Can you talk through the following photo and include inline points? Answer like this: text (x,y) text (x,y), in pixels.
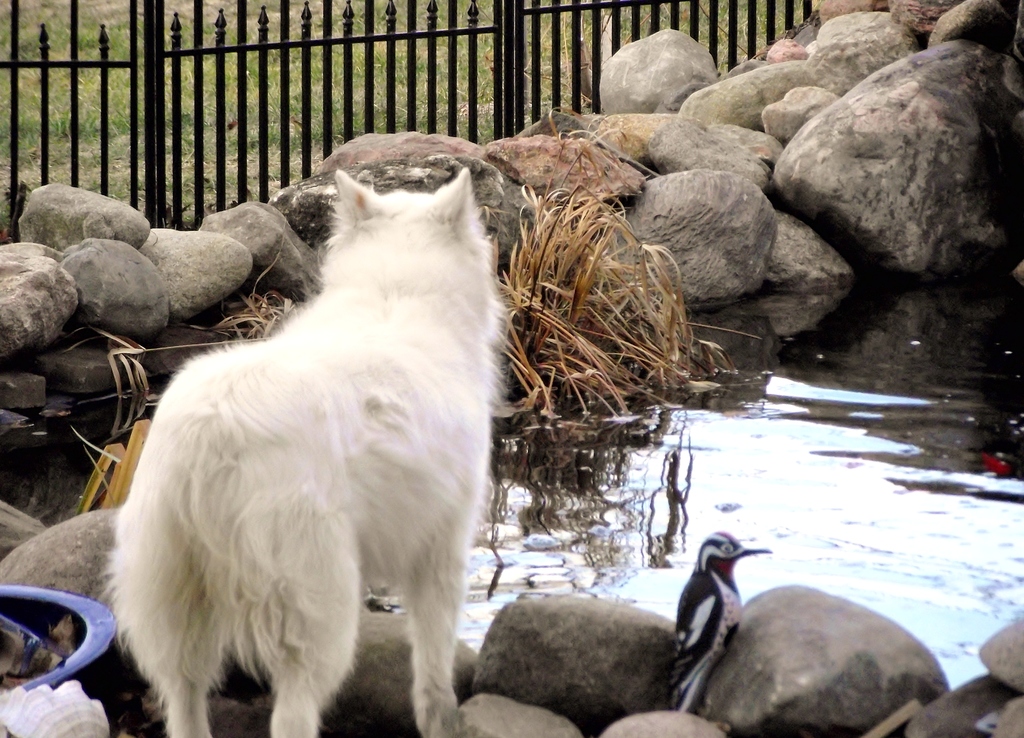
In this image I can see a white colour dog (334,441) and a black colour bird (714,576) in the front (717,650). I can also see water (814,305), dry grass (569,221) and number of stones (261,729). In the background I can see green grass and the iron fencing (39,58). On the bottom left corner of the image (90,596), I can see a blue colour container (17,598) and a white colour thing (56,698) near it.
